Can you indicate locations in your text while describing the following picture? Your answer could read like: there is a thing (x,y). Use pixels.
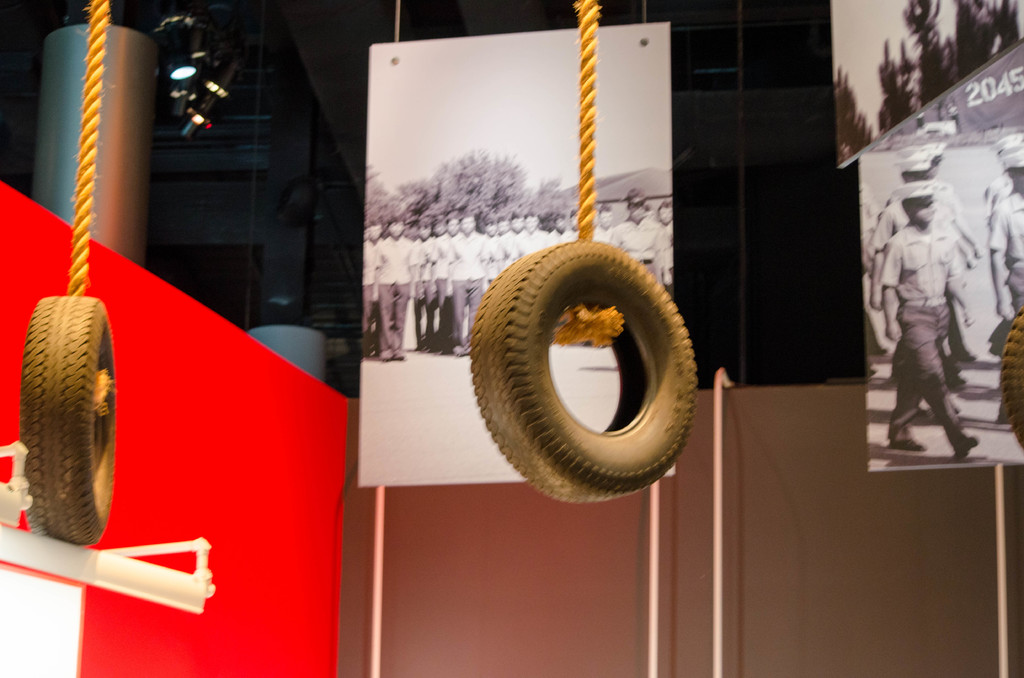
In this image in the foreground (539,401) there are two tires (619,346) and ropes (76,223), and in the background (992,243) there are some boards (992,243). And on the boards (951,321) there is a picture (440,291) of some persons (491,250), trees (909,74), pavement (441,393) and in the background (330,435) there might be a wall (792,490) and some poles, lights (197,116), pillar (109,172) and some other objects (308,271).
